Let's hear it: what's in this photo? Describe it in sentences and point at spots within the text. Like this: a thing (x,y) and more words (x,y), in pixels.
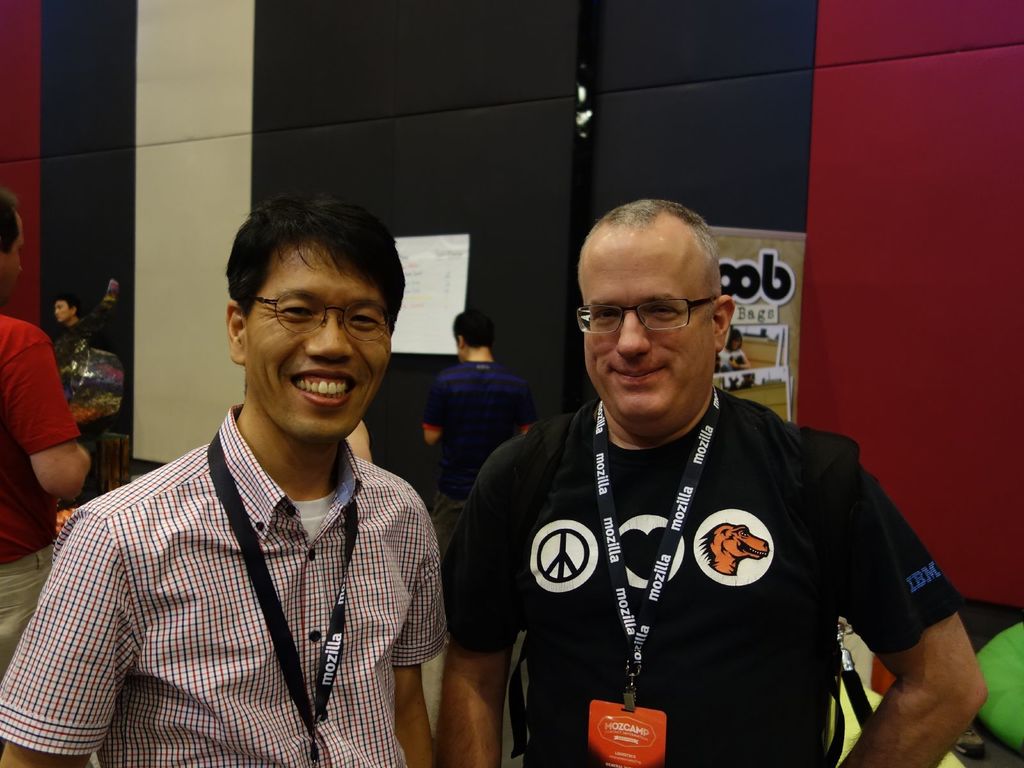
There are two men (392,494) standing in the foreground area of the image (392,494), there are people (11,366), posters (427,249), it seems like curtains (555,184) in the background (541,212).
